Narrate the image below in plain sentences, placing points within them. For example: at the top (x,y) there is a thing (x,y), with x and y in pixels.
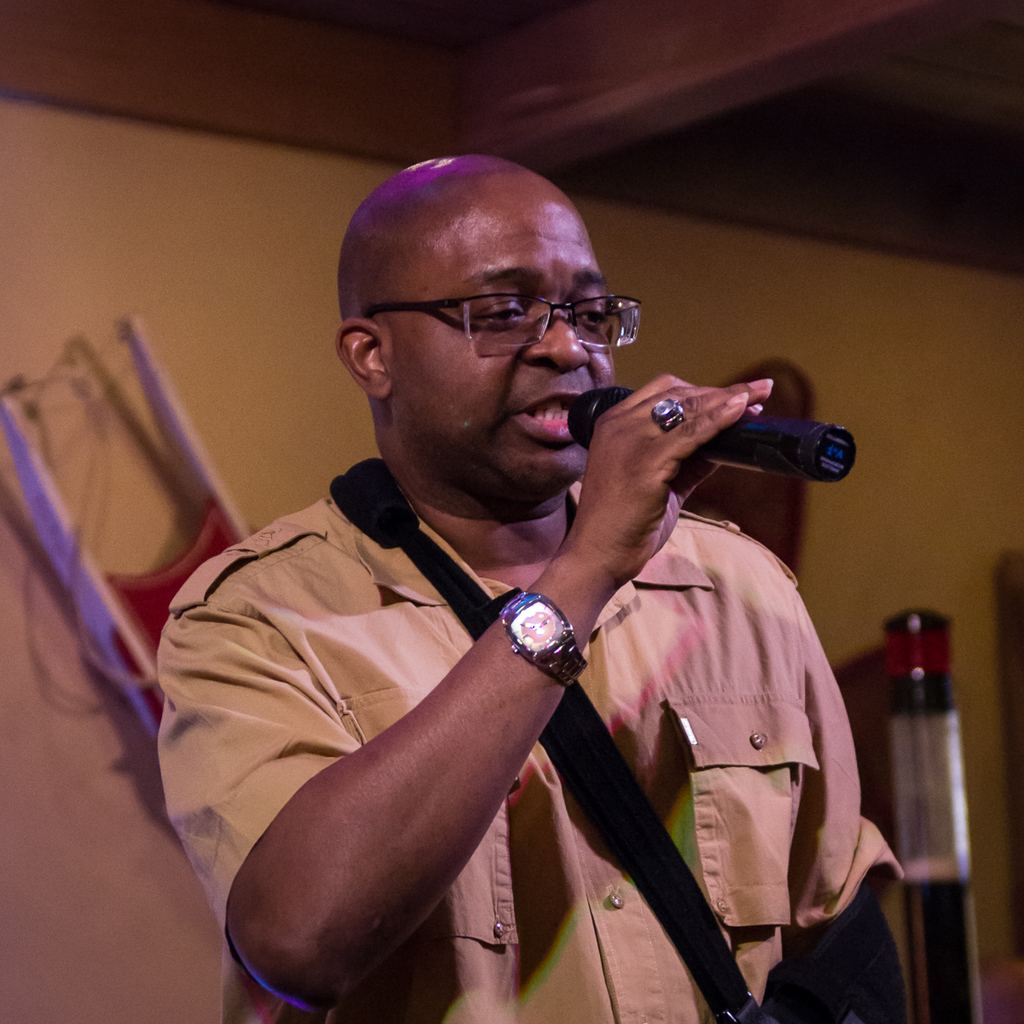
In this picture I can see there is a man (198,596) standing, he is wearing a shirt (218,659) and he has a wrist watch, and holding a micro phone (719,452) in his right hand (550,586), he is wearing a bag (793,972) and looking at right side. There is a wall (215,261) in the backdrop (195,274) and there are few objects (123,622) placed at the wall (888,427).
